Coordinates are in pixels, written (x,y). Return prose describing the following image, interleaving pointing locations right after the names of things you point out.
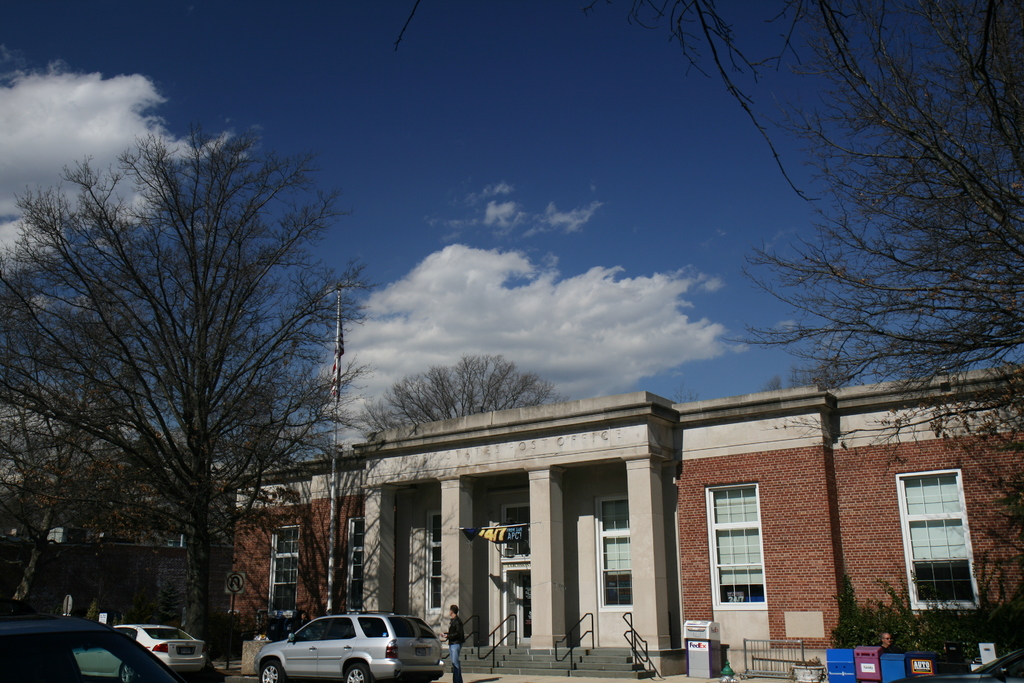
In this image, I can see the trees (940,334) and a building (573,557) with windows (350,560), pillars (536,561) and stairs (478,668). At the bottom of the image (392,663), I can see the cars (440,652), a person (457,610) standing and there are few objects (868,658). In front of the building (735,660), there is a pole (333,540). In the background (375,282), I can see the sky (323,187).
